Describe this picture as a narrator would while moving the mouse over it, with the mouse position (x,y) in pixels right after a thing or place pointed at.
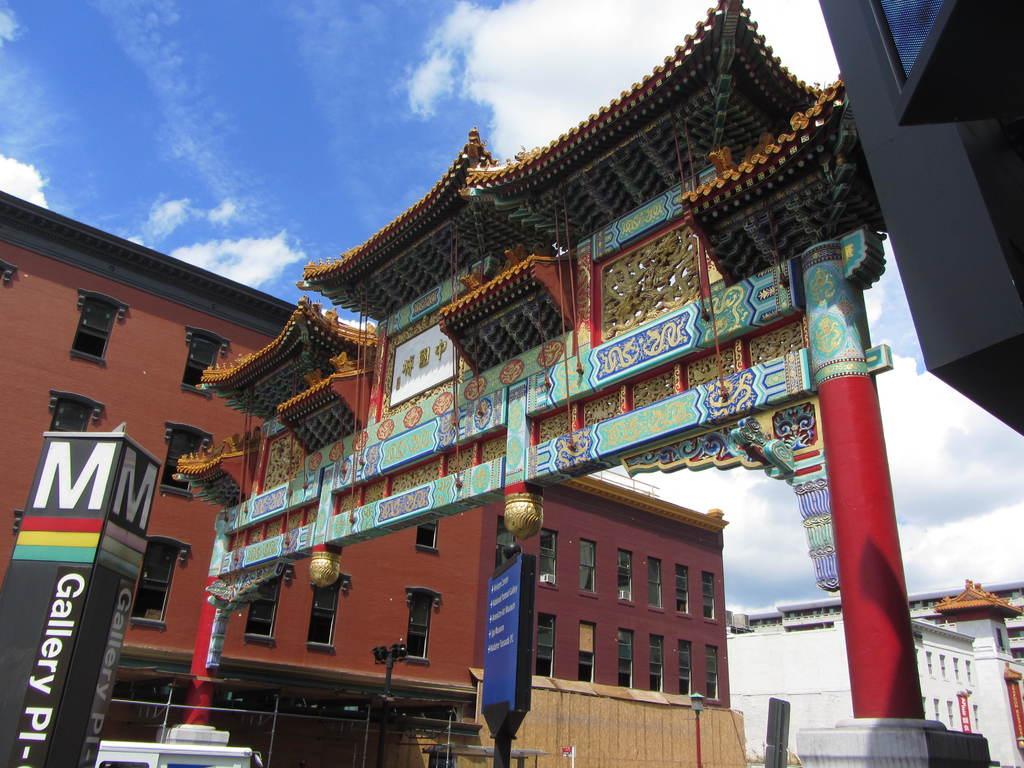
In the image there is an entrance (439,395) with poles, carvings (652,289) and designs (441,451) on it. On the left side of the image (109,559) there is a poster (71,549). And in the middle of the image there is a pole (500,752) with poster (508,697). In the background (691,679) there are buildings (977,622) with walls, windows (708,678) and roofs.
